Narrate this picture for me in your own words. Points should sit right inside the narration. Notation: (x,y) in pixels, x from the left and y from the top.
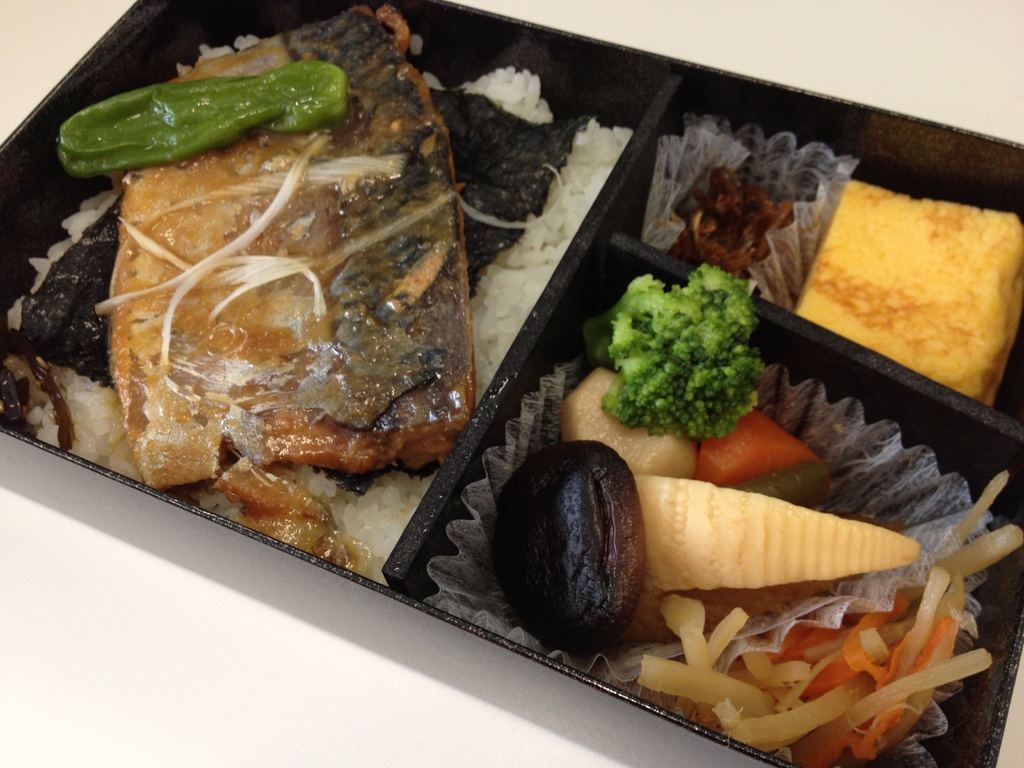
In this image we can see a box (897,525) containing food (442,277) placed on the surface (870,86).
